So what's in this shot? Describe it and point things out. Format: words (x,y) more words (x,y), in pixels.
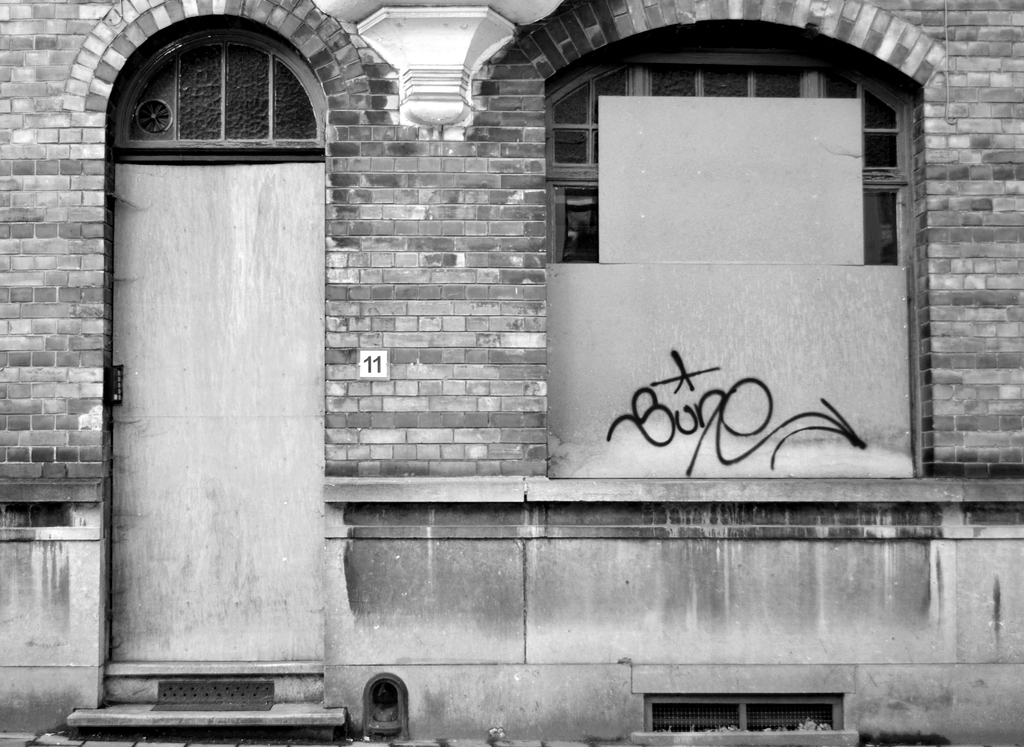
This image consists of a building (324,444). On the left (220,546), there is a door (176,390). On the right (735,280), we can see a window (871,200).
